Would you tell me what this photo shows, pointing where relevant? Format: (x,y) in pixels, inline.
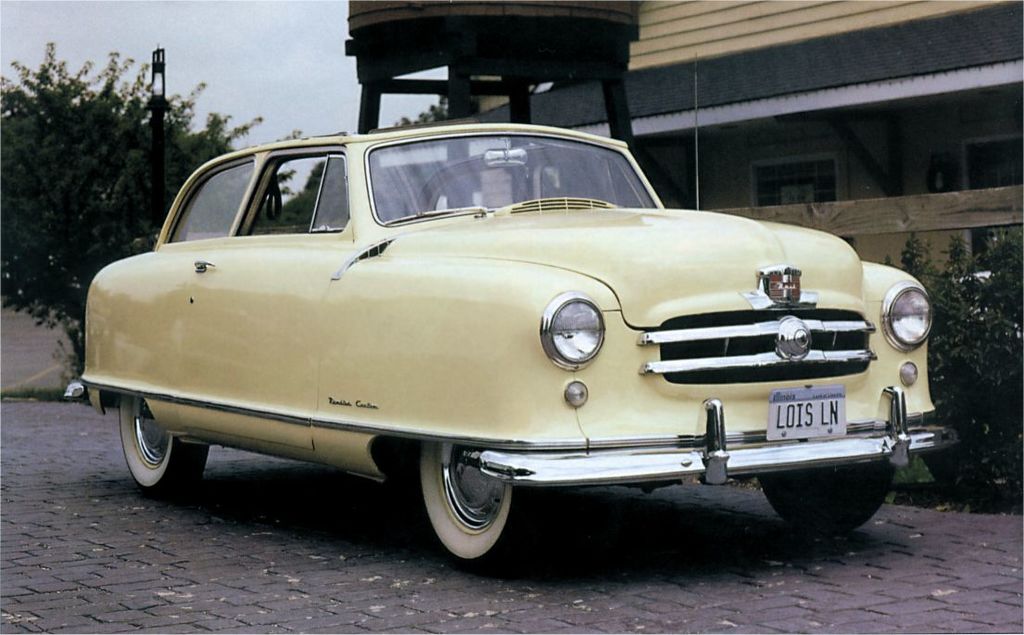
This is the picture of a place where we have a car (549,319) and to the side there is a house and also we can see some trees (140,142) and a pole (157,164) behind the car (538,309).
